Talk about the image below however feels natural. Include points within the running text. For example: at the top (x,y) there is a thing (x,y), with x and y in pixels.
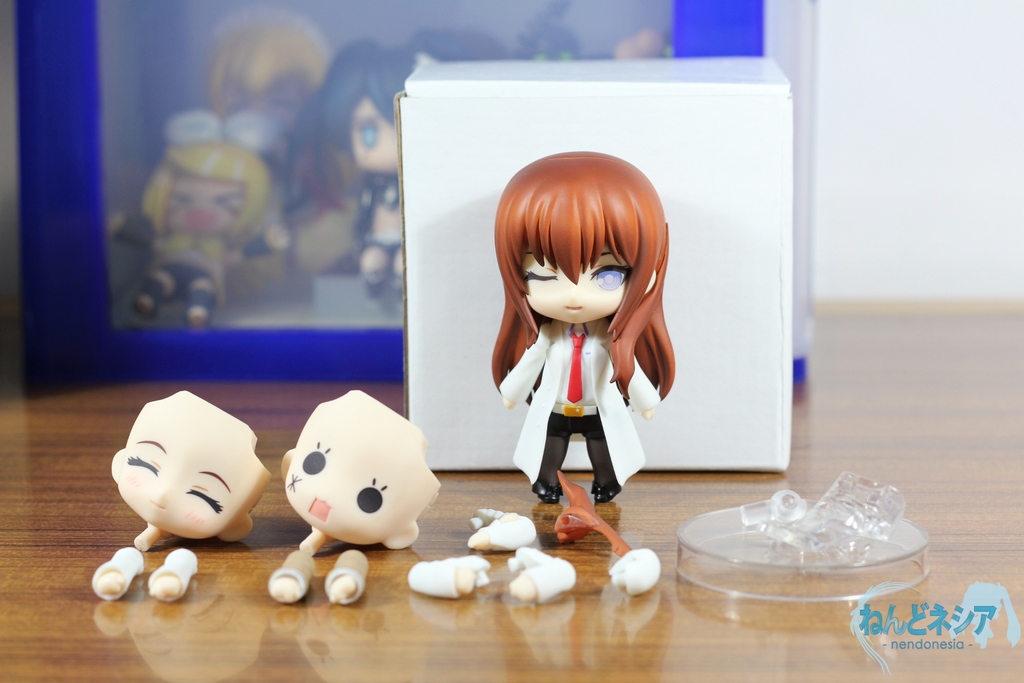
In this image we can see toys (415,496) and a display case (315,206) on the table (250,409).
